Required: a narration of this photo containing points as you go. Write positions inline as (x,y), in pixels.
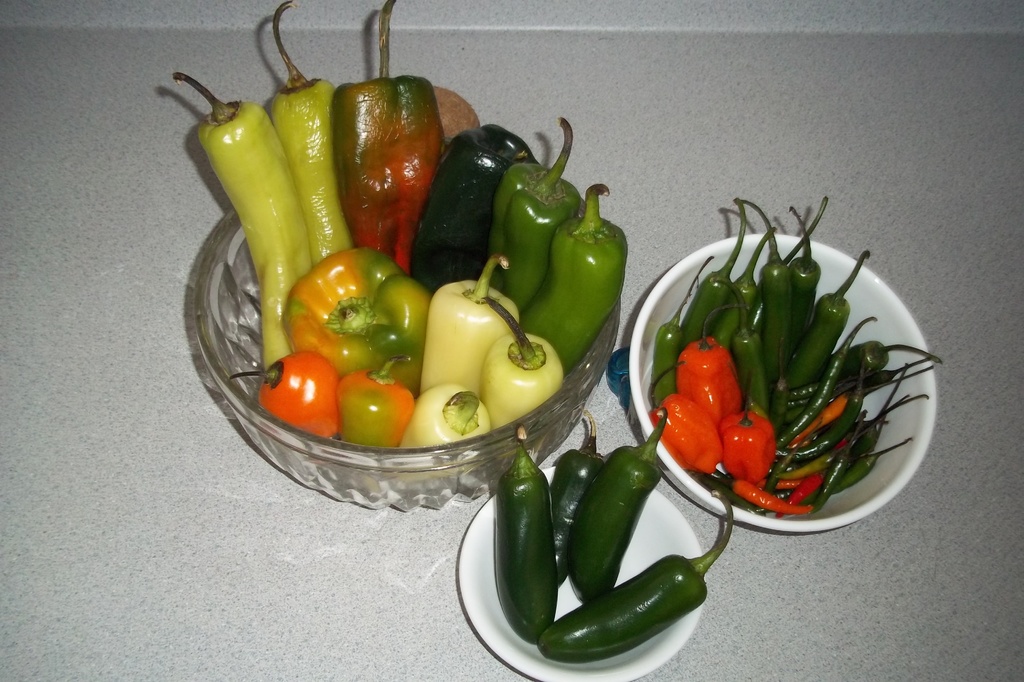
In the foreground of this image (364,430), there are capsicums (544,386) and chilies (578,489) in the bowls (625,575) on the white surface (136,580).
